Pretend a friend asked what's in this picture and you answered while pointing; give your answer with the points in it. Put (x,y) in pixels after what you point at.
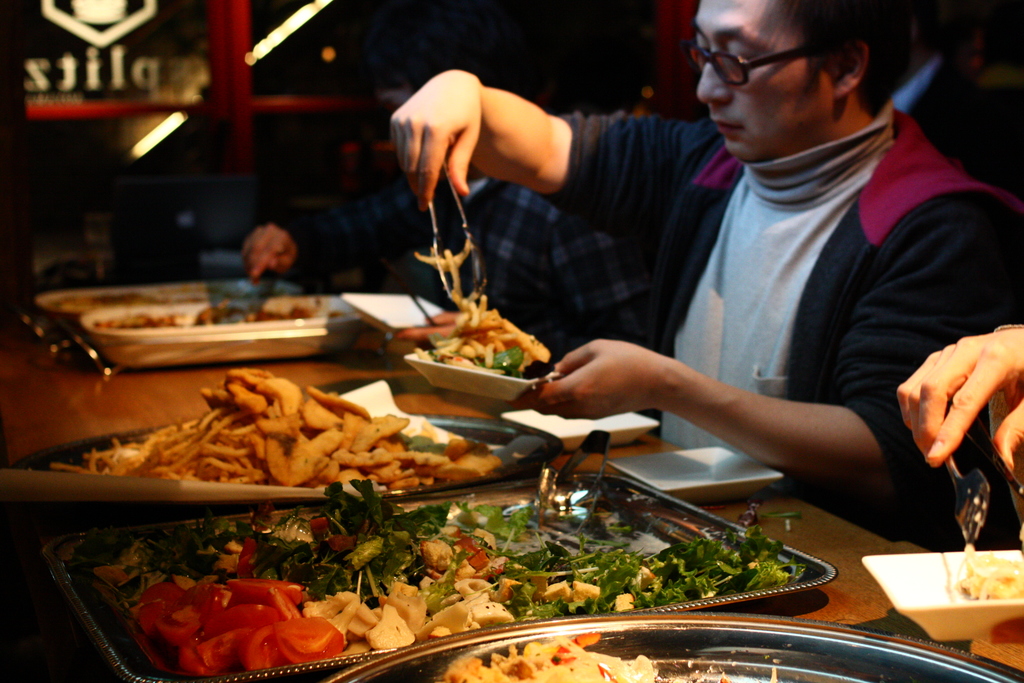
As we can see in the image there are people (811,342) standing and there is a table (142,425). On table (135,410) there are plates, trays (399,648) and different types of food items (317,411).
